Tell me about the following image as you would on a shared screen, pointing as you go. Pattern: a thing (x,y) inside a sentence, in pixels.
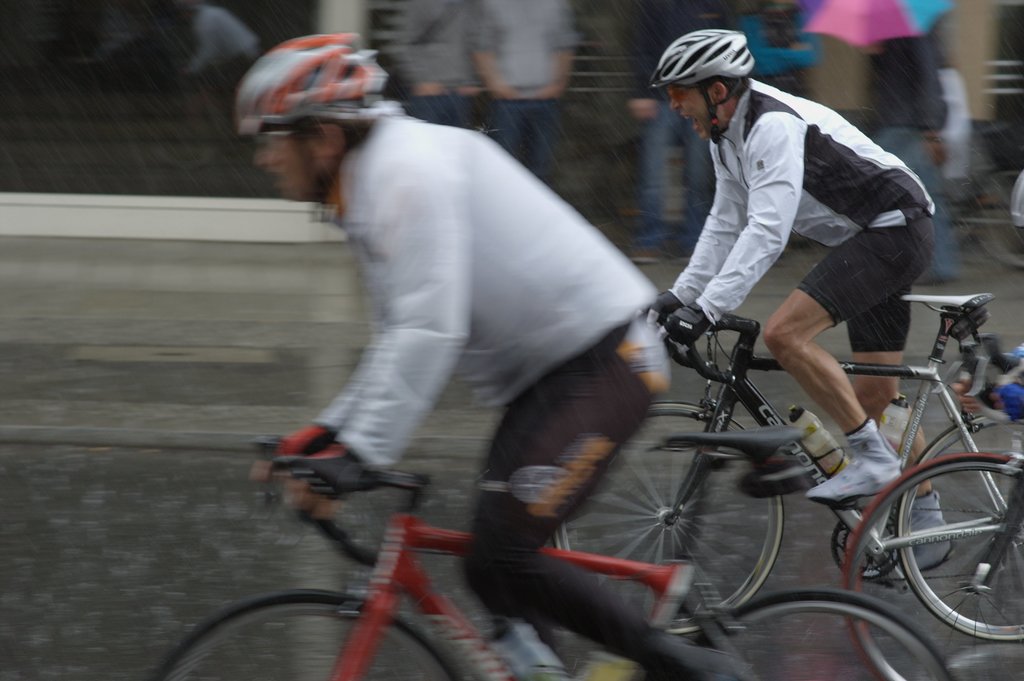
In this image there are two people (774,158) riding bicycles (775,500). In the background (881,72) there are many people (469,86) watching. In the middle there is a road (106,483) and window (145,109).
